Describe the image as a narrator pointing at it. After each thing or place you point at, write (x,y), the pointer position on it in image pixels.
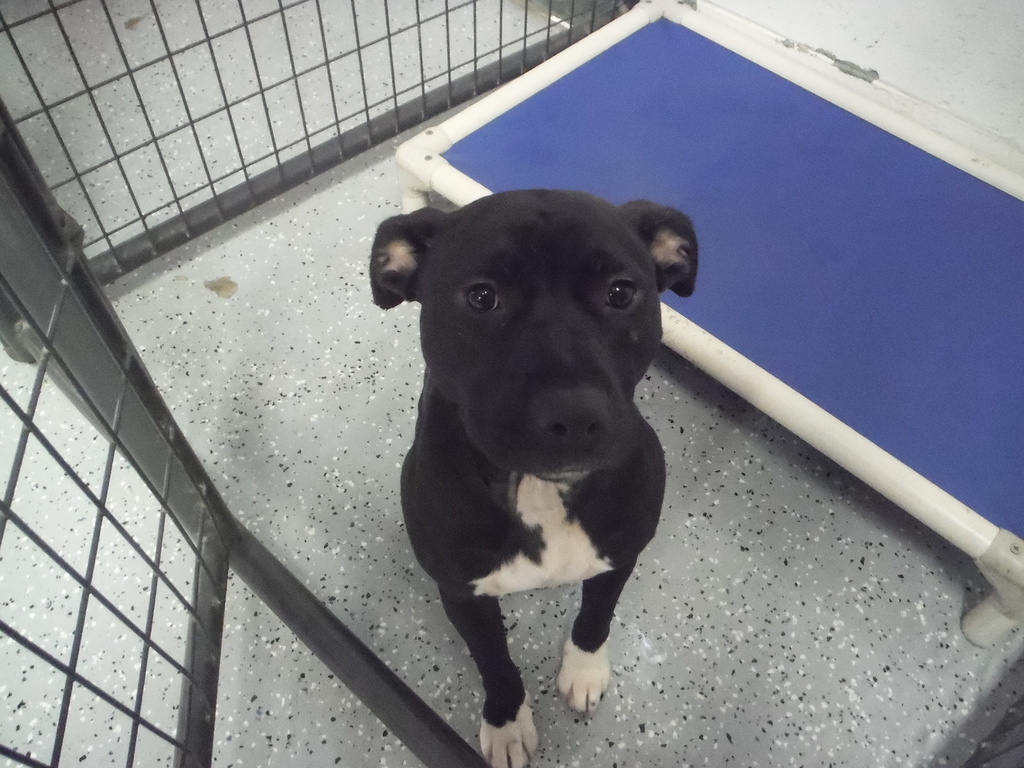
In this image there is a dog (536,226) sitting on floor (668,591) around that there is a iron gate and table (959,492) inside that.
